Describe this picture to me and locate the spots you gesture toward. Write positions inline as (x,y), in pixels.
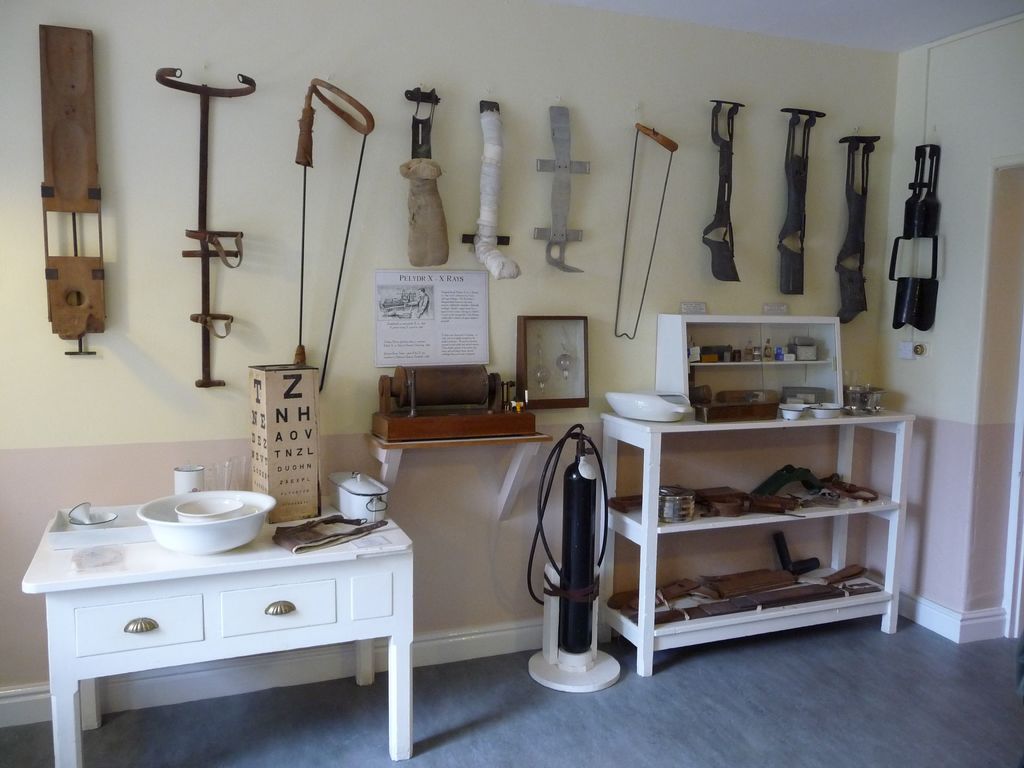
In this image there are two tables (259,625). On the tables (245,601) there are bowls (172,518), boxes (302,427) and few objects (684,493). Behind the tables (284,598) there's a wall (682,232). There are a few objects (73,159) hanging on the wall (824,219). In the center (399,302) there is a board (427,312) with text (420,326) on the wall (495,329). Below to it there is a cylinder (582,498).
